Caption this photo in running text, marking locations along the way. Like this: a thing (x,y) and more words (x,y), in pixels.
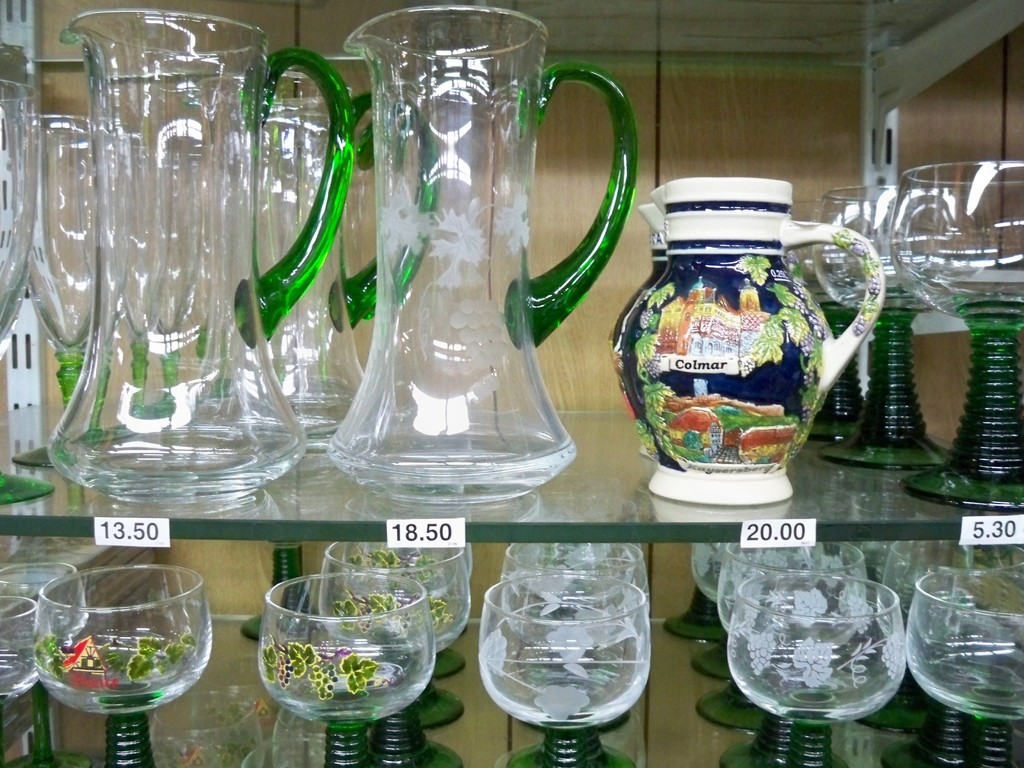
In this image there is a glass shelves (533,519) on which there are jugs (225,244) and glasses (511,632). In the middle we can see that there are number stickers (117,536) which are stick to the glass (176,536). In the background (659,113) there is a wooden wall (675,111).
